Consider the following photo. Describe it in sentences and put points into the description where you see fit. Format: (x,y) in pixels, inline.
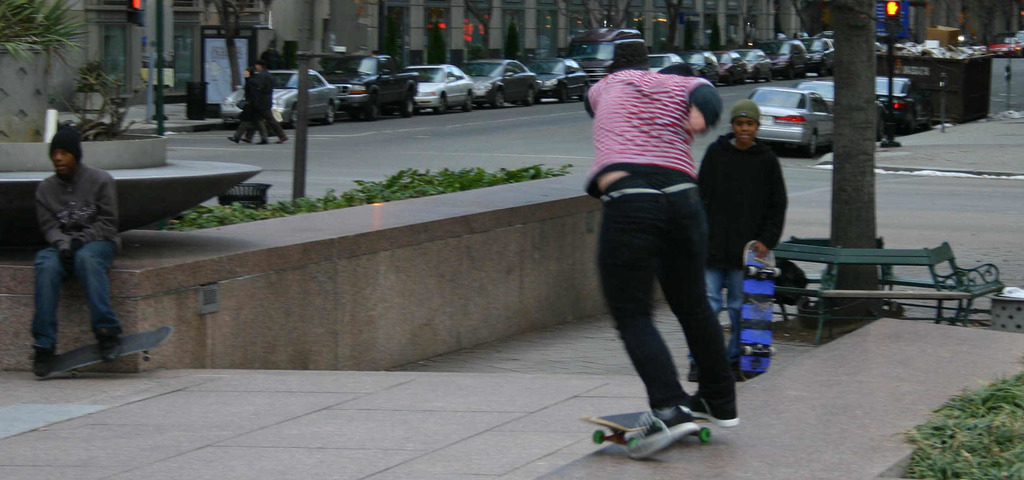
In this image we can see many buildings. There are many trees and plants (51,32) in the image. There are many vehicles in the image. There are few advertising boards (227,73) in the image. There are few people (92,237) in the image. A person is skateboarding in the image. A person (101,348) is sitting in the image. A person (763,204) is holding a skateboard (745,289) in the image. There are few people (246,80) walking on the road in the image. There is a dustbin (956,97) at the right side of the image (957,106).
